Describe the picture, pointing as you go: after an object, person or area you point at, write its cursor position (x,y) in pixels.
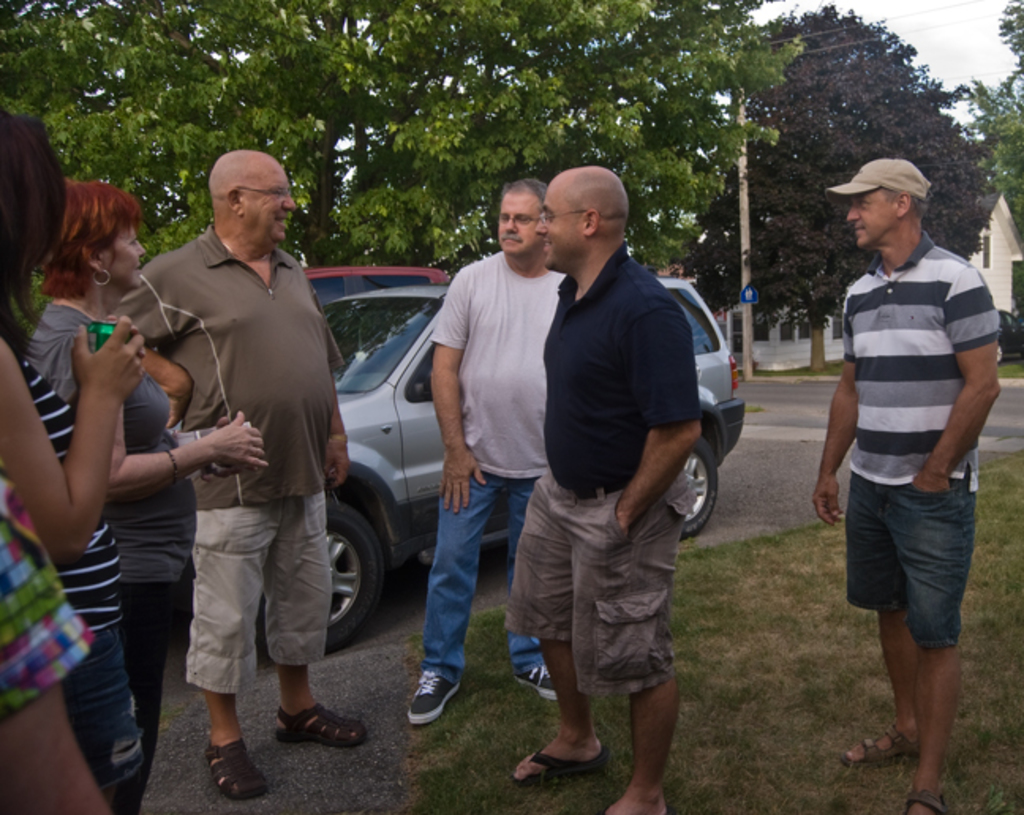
In this image we can see a group of people (490,501) standing on the ground (676,643). In that a woman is holding a tin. We can also see some grass (683,621), vehicles (413,529) on the road (736,495), a pole (744,343), a signboard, a house (790,325) with roof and windows (764,337), a group of trees (828,248), wires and the sky (972,75).
